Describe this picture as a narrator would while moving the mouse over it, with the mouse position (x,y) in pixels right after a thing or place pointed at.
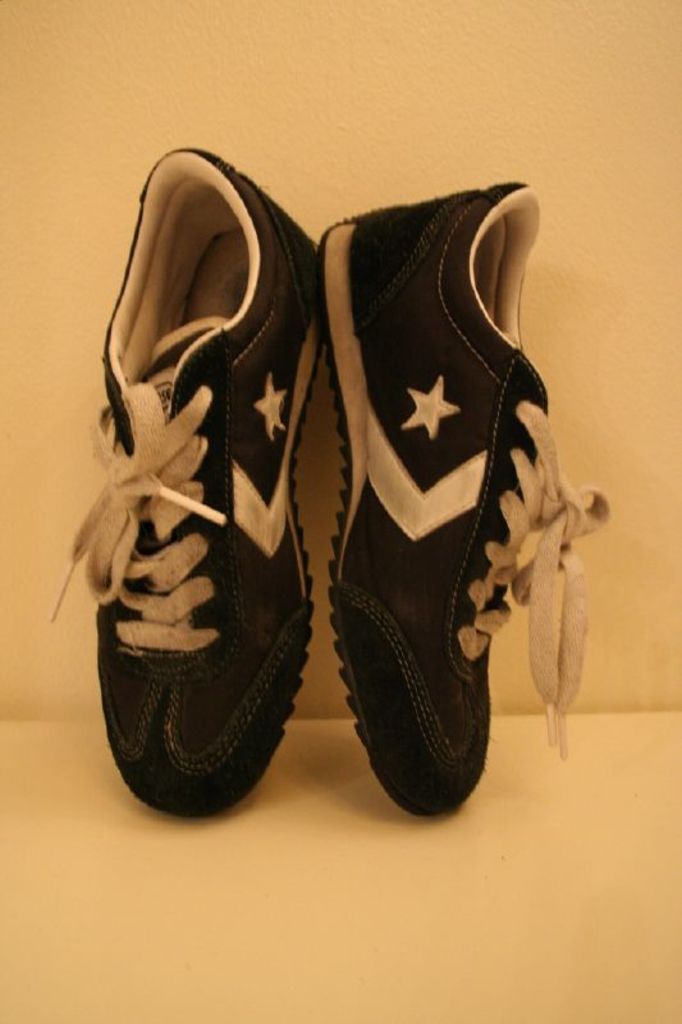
In this image I can see black color shoes (243,502) which has white color shoelaces (122,562). In the background (427,152) I can see a yellow color wall (600,415).
